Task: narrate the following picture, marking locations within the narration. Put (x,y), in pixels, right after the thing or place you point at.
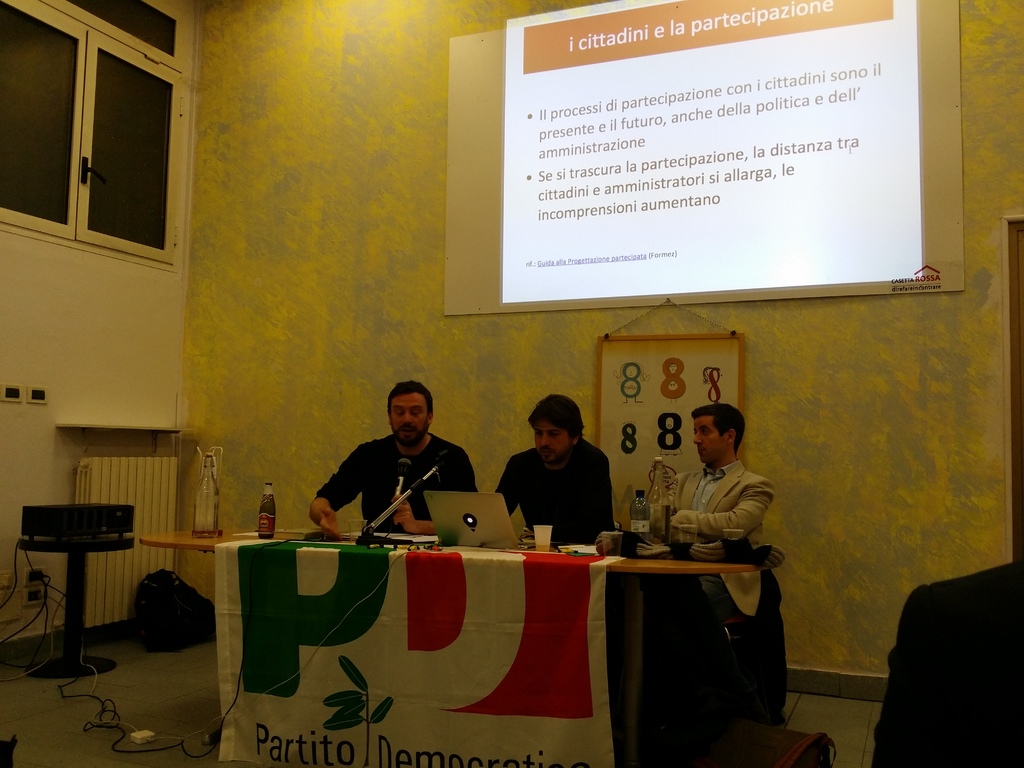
In this image I see 3 men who are in front of a table (694,562) and there are few bottles (664,488), a laptop (464,544) and a cup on it. In the background (531,400) I see the wall (265,378), a screen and a window (67,2).
